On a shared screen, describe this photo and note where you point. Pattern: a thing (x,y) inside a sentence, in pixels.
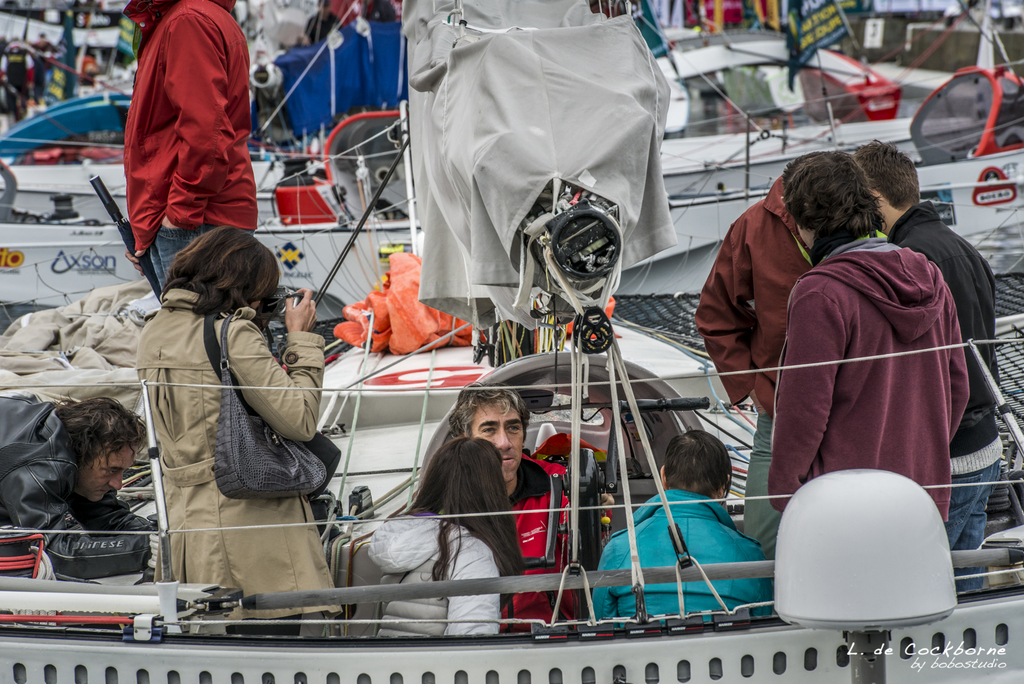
In this picture there is a woman (296,300) who is holding a camera (284,297). She is standing on the boat (663,645), beside her I can see many people (475,596). In the back (698,181) I can see many boats (945,135), bags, ropes (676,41), flags (664,37) and other objects (582,66). In the bottom right corner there is a watermark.
